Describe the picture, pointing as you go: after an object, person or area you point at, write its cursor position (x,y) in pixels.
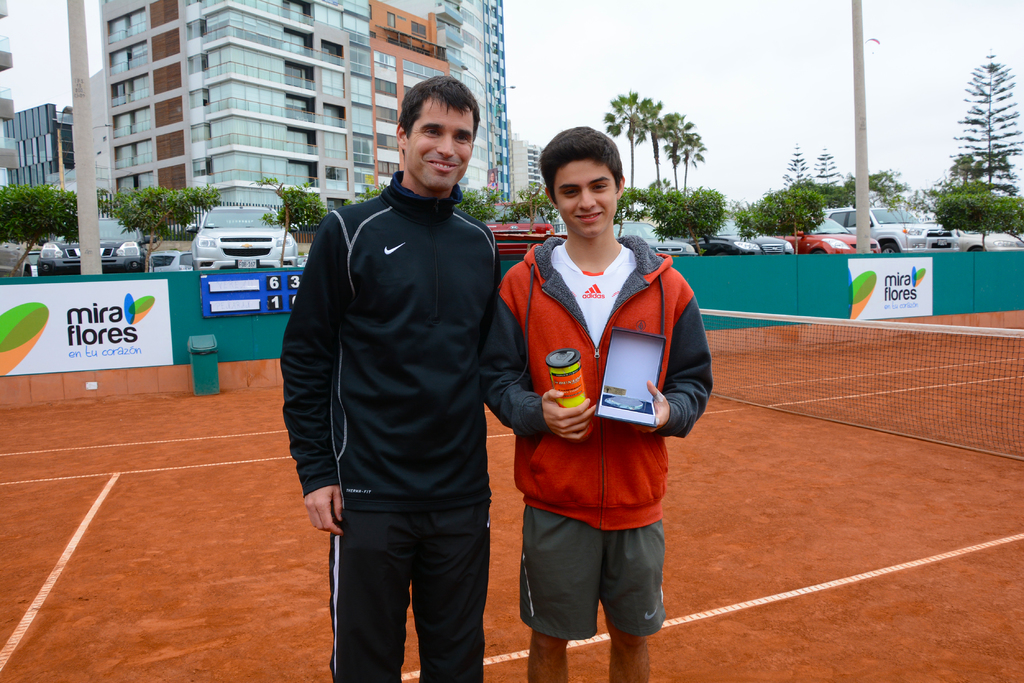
In the center of the image (354,363) there are two people (363,407) standing in a tennis court (753,449). In the background of the image (184,82) there are buildings (175,174), trees (46,227), cars (825,218). There are electric poles (865,203). There is sky (713,42).
